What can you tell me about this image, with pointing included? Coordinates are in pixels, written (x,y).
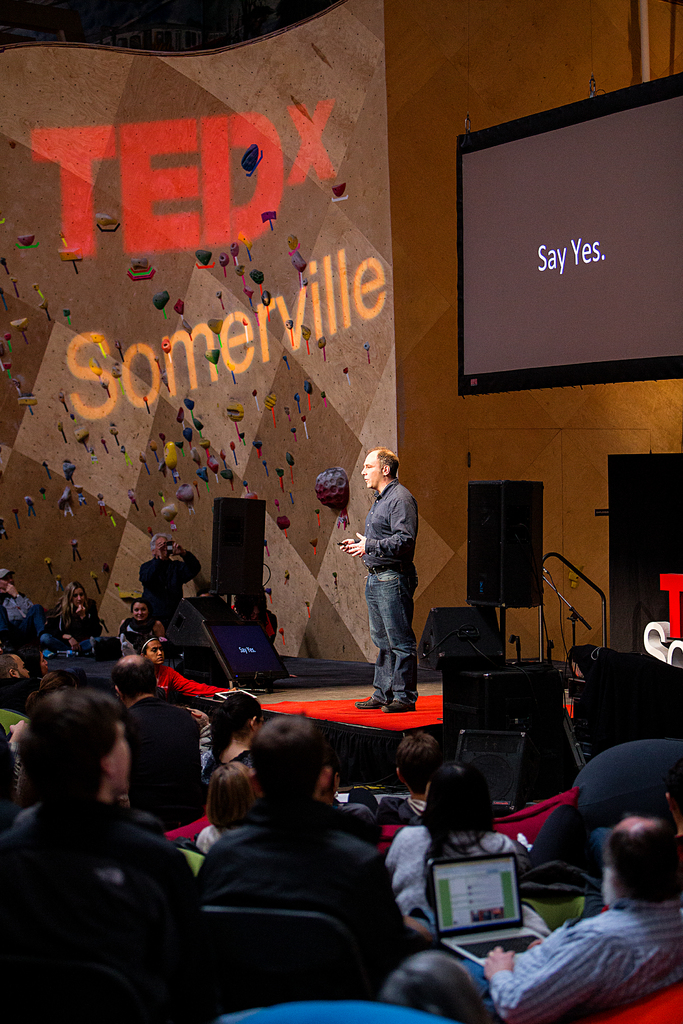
Here we can see screens (579,276). On this stage (421,696) a person (415,513) is standing. Around this person (408,627) there are speakers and monitor (253,637). Here we can see the audience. Few people (39,824) are sitting on chairs (321,939). One person (511,974) is working on his laptop (509,940).
